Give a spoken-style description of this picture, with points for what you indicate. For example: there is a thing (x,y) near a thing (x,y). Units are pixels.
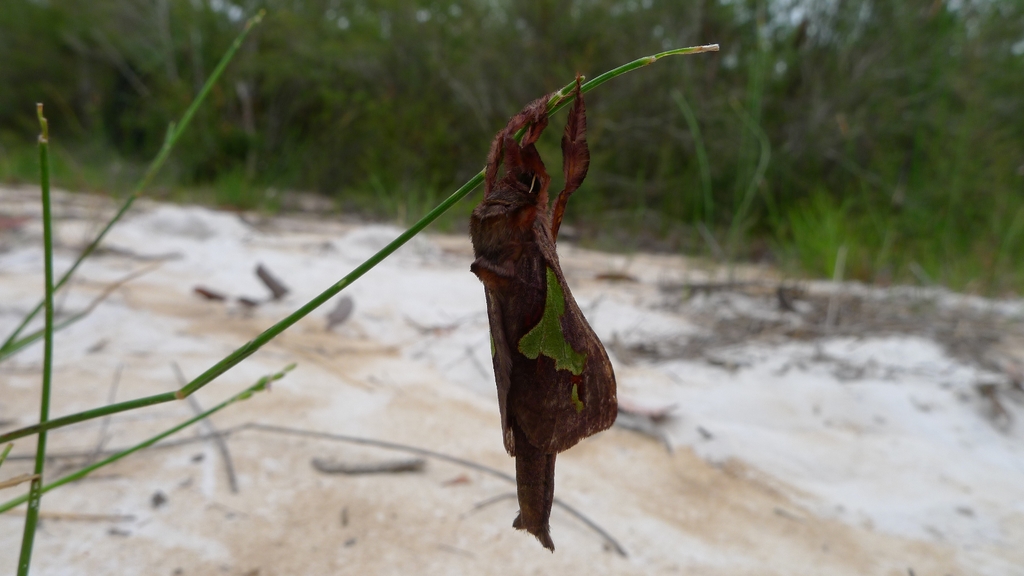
This image consists of a stem (309,310). To which we can see a brown color thing (535,265). It looks like a moth (533,344). At the bottom (597,458), there is ground (624,449). In the background (821,122), there are trees (686,213).
